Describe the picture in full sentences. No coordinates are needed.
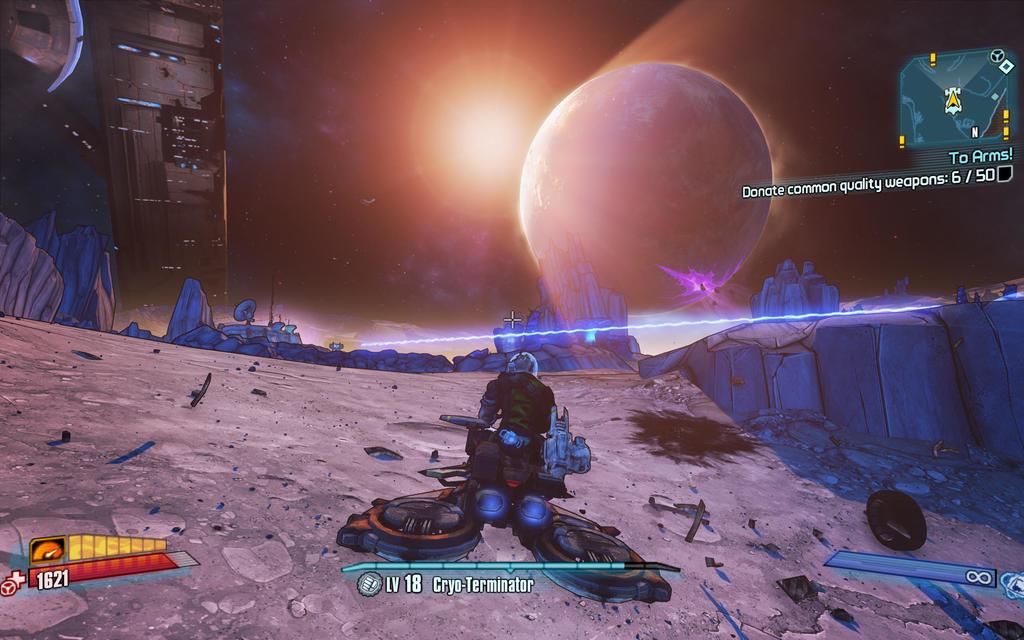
It is a screenshot of a game.
